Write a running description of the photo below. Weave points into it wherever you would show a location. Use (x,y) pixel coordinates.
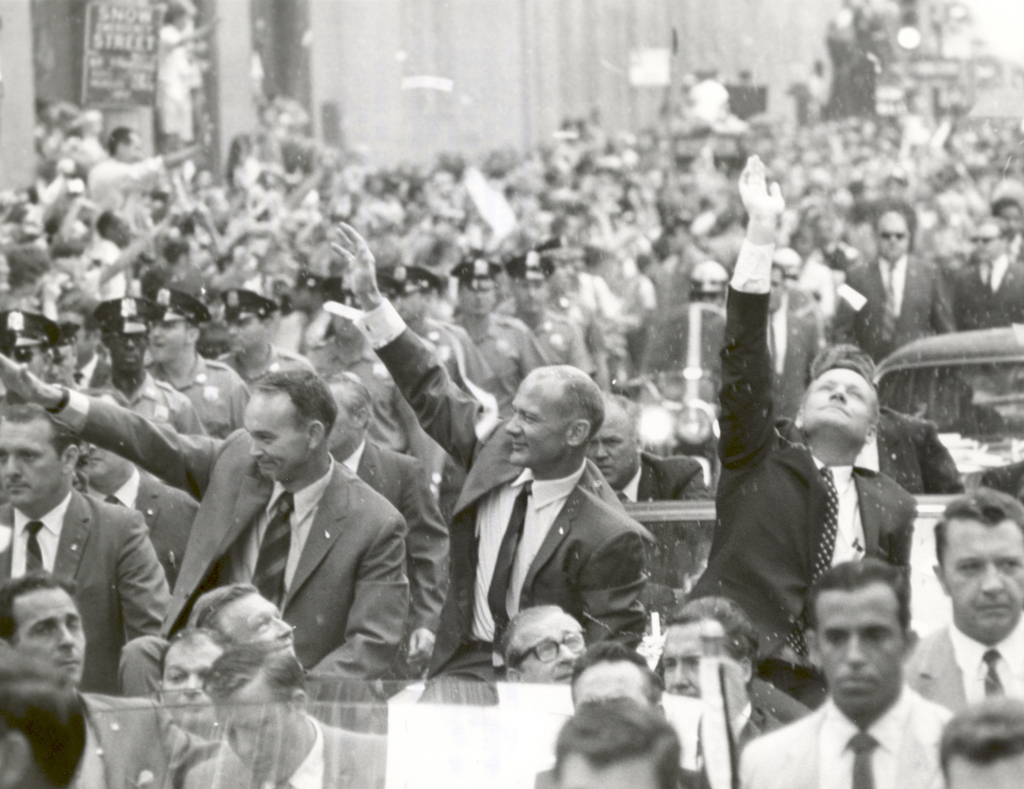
In this picture there are group of people (100,470) standing on the road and there are group of people (726,461) standing on the vehicle (923,560). At the back (566,9) there is a building (419,59) and there is a board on the wall (665,47).
